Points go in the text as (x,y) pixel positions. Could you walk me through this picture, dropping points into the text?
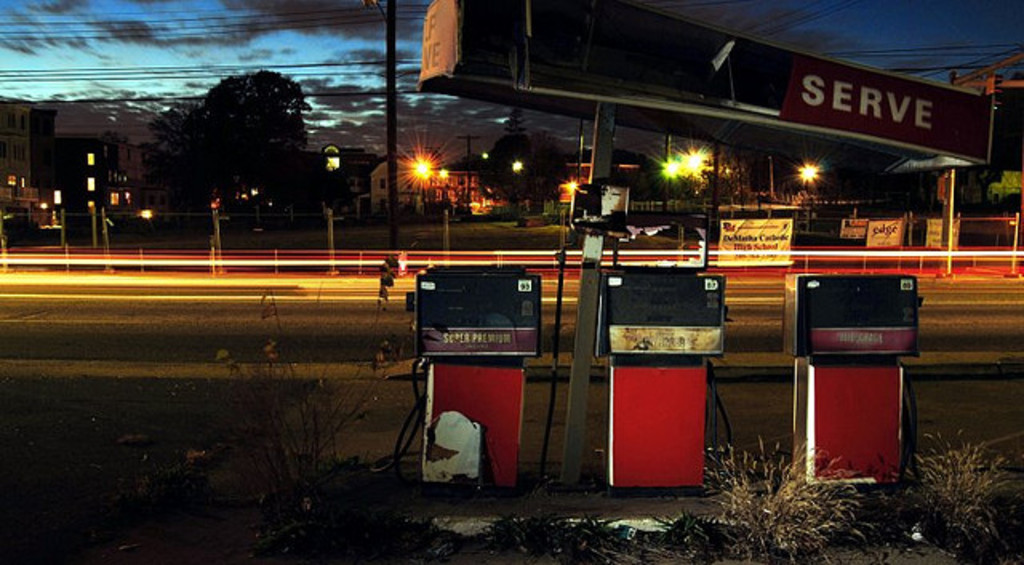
In this picture I can see petrol pumping machines (806,318), there is grass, there are banners (739,250), poles (597,216), lights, trees (536,146), buildings (359,150), cables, and in the background (824,36) there is sky (878,13).
